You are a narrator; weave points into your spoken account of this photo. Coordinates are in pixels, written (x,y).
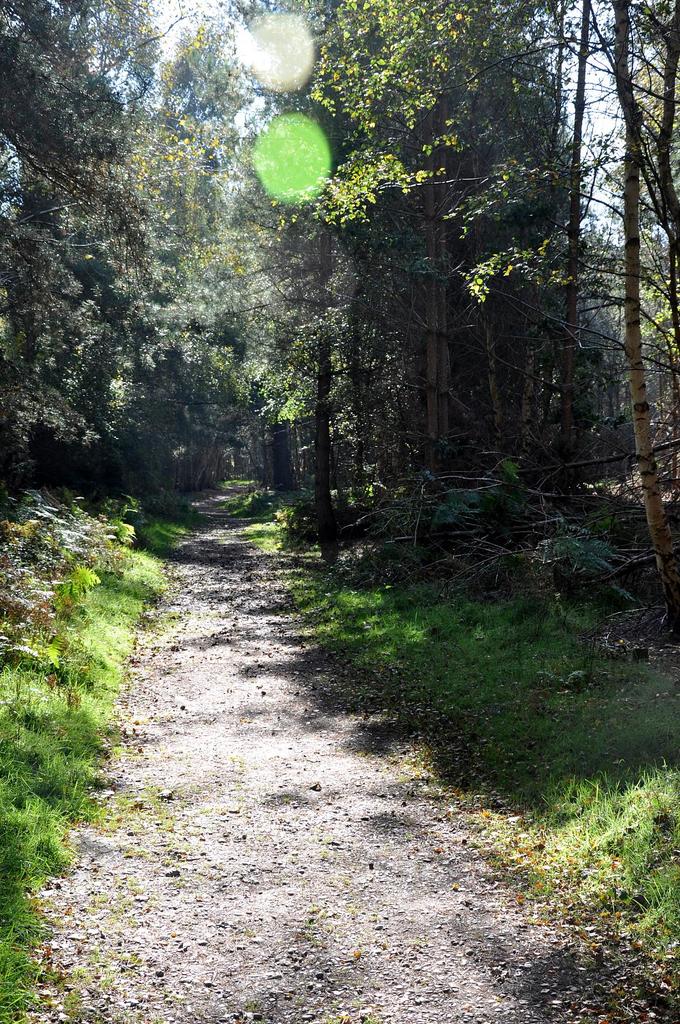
In this image there is a small road (214,795) at bottom of this image (250,736) and there are some trees (332,407) in the background (362,377).
